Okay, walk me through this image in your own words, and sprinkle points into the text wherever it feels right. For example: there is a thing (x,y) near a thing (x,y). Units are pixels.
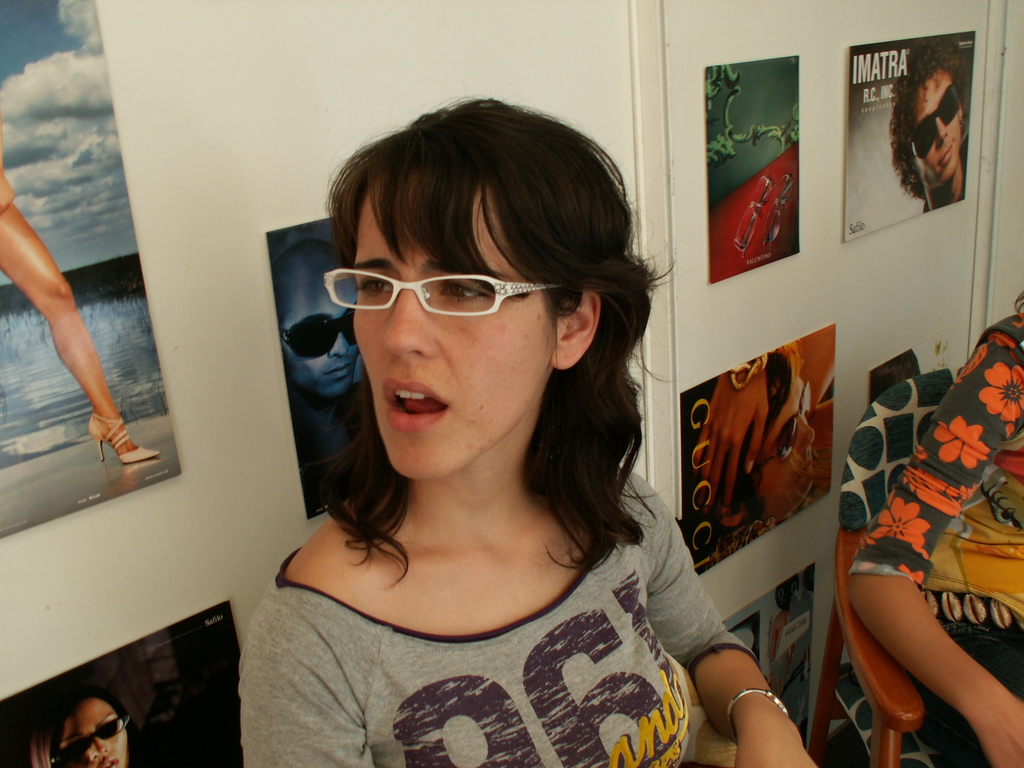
In this picture, we can see a lady (635,494) and a person (1014,712) is partially covered, and we can see the wall (944,315) with posters (306,261), and also we can see the chair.
